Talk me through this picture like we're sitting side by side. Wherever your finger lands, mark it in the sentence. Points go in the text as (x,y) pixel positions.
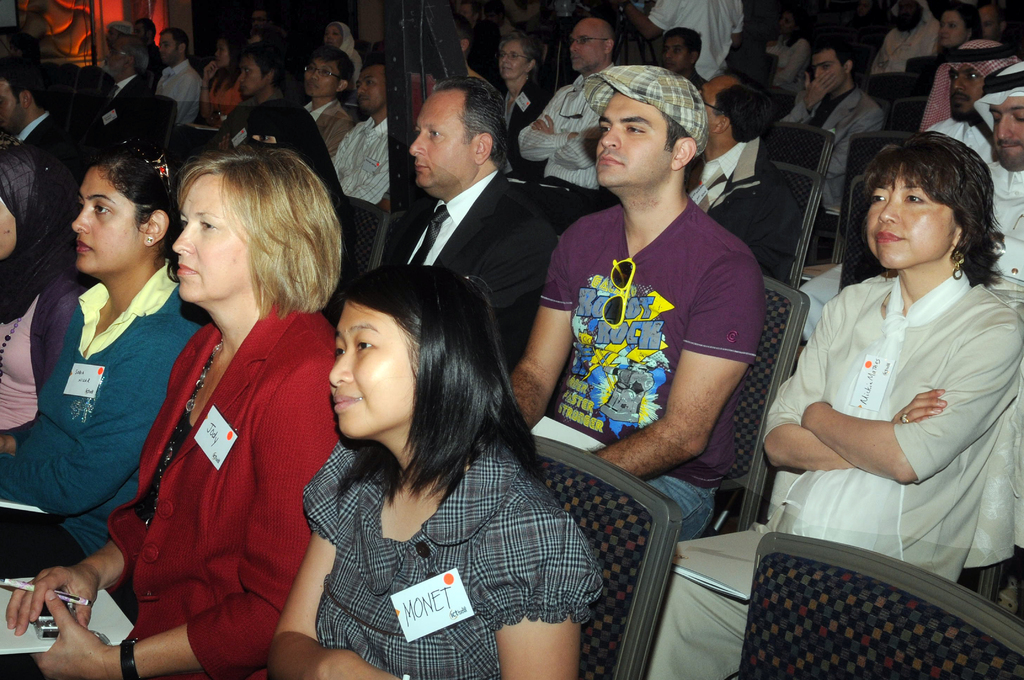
In this image I can see group of people (130,536) sitting on the chairs (755,668). The person (256,497) in front (241,489) wearing red color blazer (154,471), black shirt (162,459) and holding a pen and the person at right (688,642) wearing white color dress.
